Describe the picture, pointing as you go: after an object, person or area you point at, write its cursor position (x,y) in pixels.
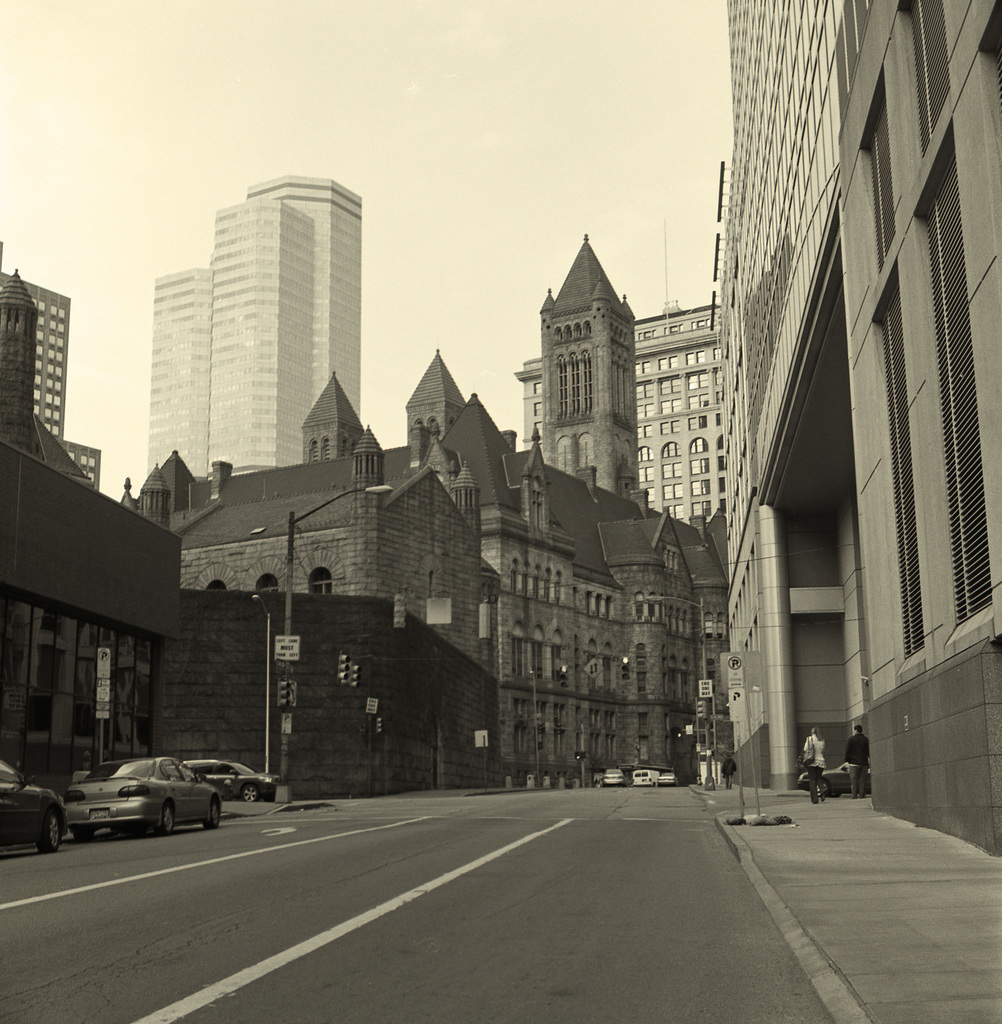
In this picture we can see vehicles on the road (559,843), three people (858,753) on a footpath (879,877), traffic signals (348,662), sign boards (297,652), poles (710,723) with lights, buildings (431,438) with windows (692,355) and some objects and in the background (393,94) we can see the sky (279,62).
